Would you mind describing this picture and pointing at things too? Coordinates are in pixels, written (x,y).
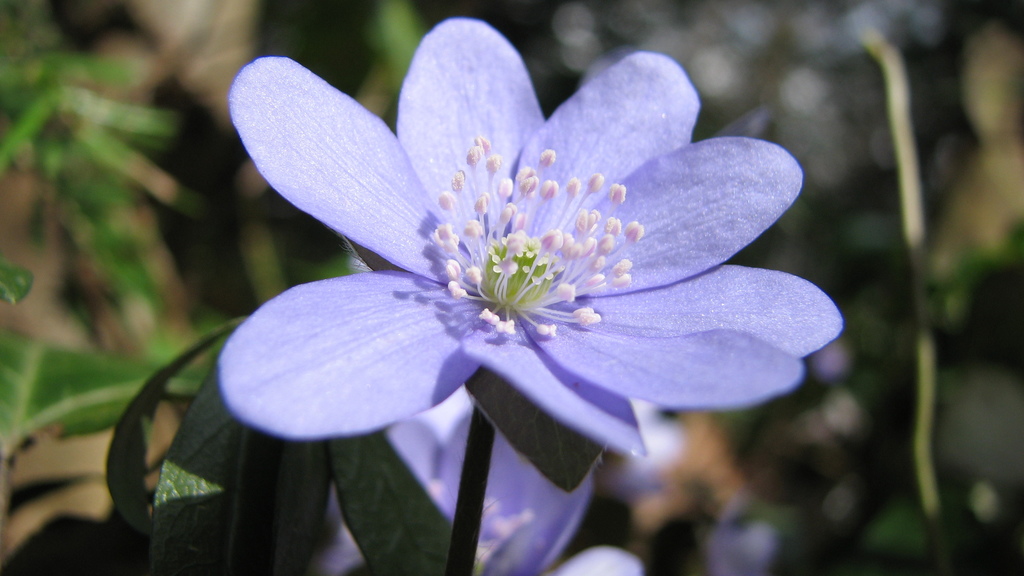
In this picture I can see there is a flower (679,153), it is in purple color and it has a stem (487,455), leaves (230,414) and the backdrop (567,62) is blurred.
